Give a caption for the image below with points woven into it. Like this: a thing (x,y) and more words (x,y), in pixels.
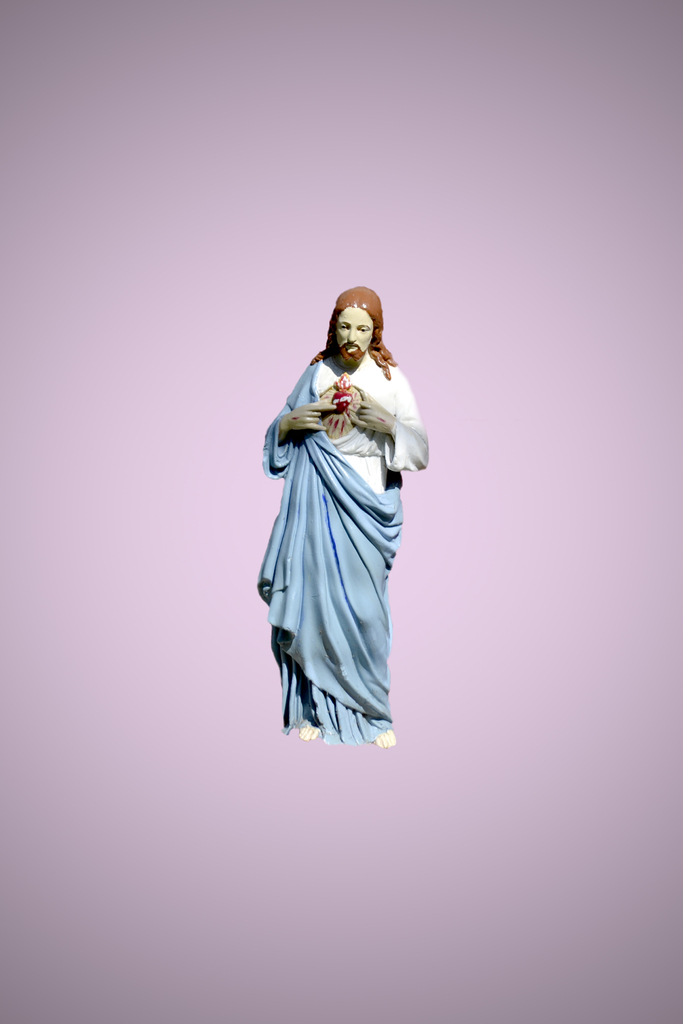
In the foreground of this animated image, there is a sculpture (365,507) with lilac background (345,107).
